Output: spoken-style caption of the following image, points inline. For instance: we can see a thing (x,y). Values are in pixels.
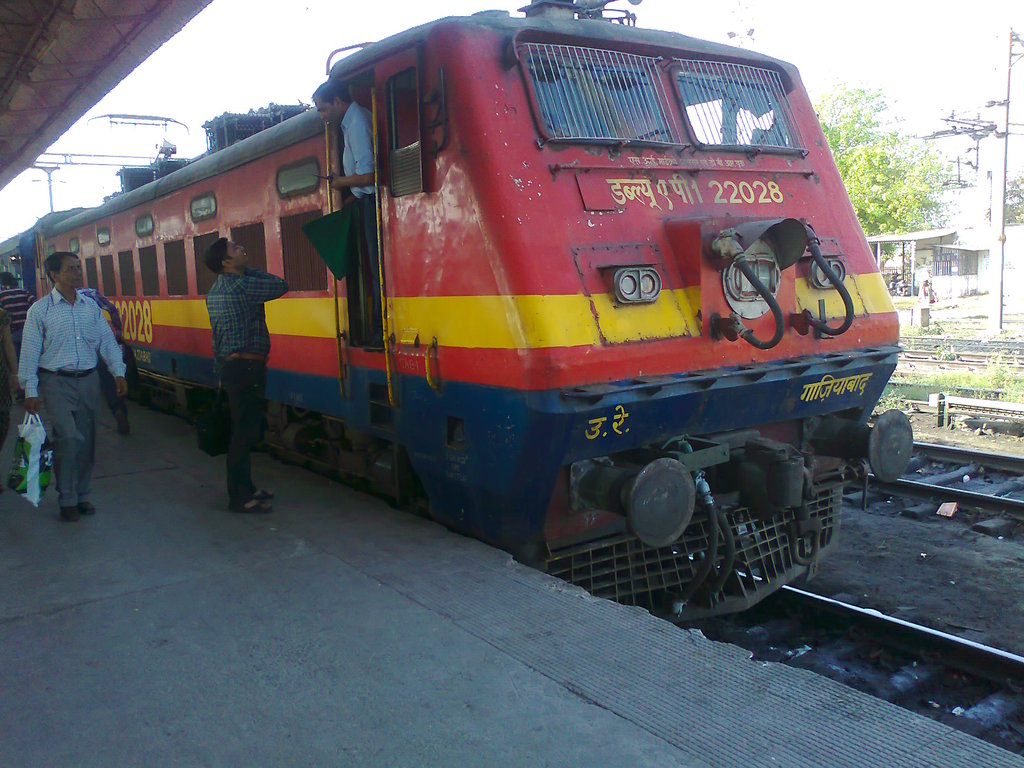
In this image there is a railway station (231,573), on the station (109,553) people (67,449) are walking, beside that there are train tracks (953,485), on one track (904,643) there is a train (428,313), inside the train (399,319) there is a pilot (363,193), beside the train (820,178) there are trees (882,179) and a pole (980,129).
